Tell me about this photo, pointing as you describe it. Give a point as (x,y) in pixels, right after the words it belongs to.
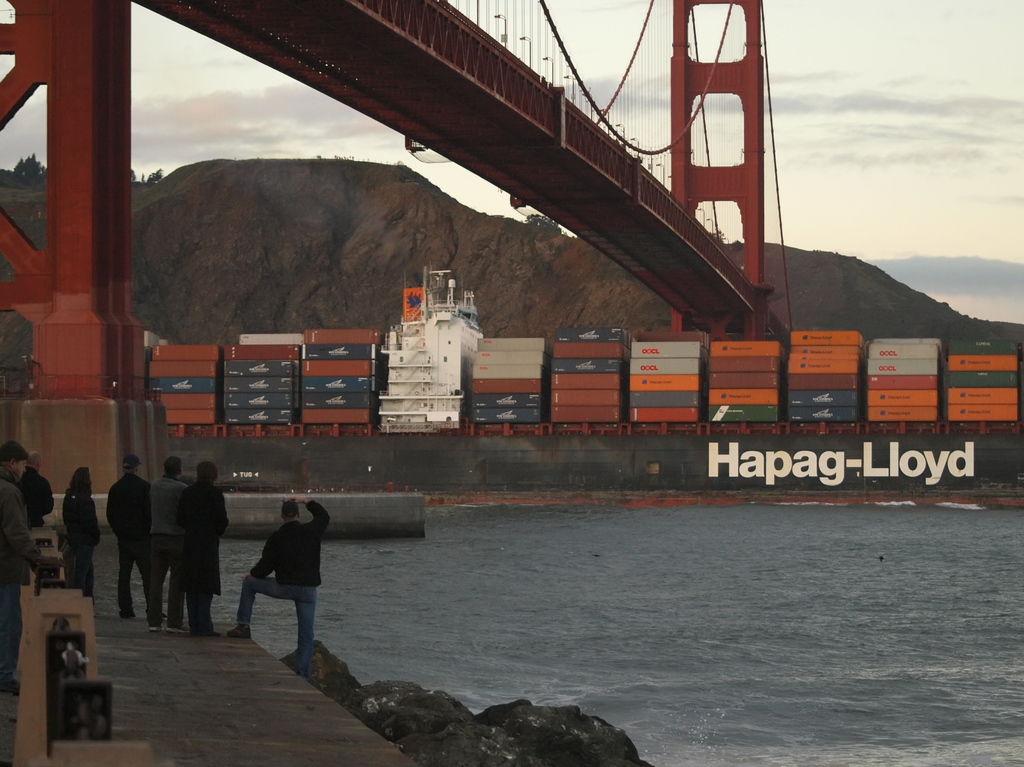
In this image there are group of people (174,479) standing, rocks (622,760), water (571,565), golden gate bridge (73,198), containers (1015,370), hills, and in the background (903,210) there is sky (830,235).
